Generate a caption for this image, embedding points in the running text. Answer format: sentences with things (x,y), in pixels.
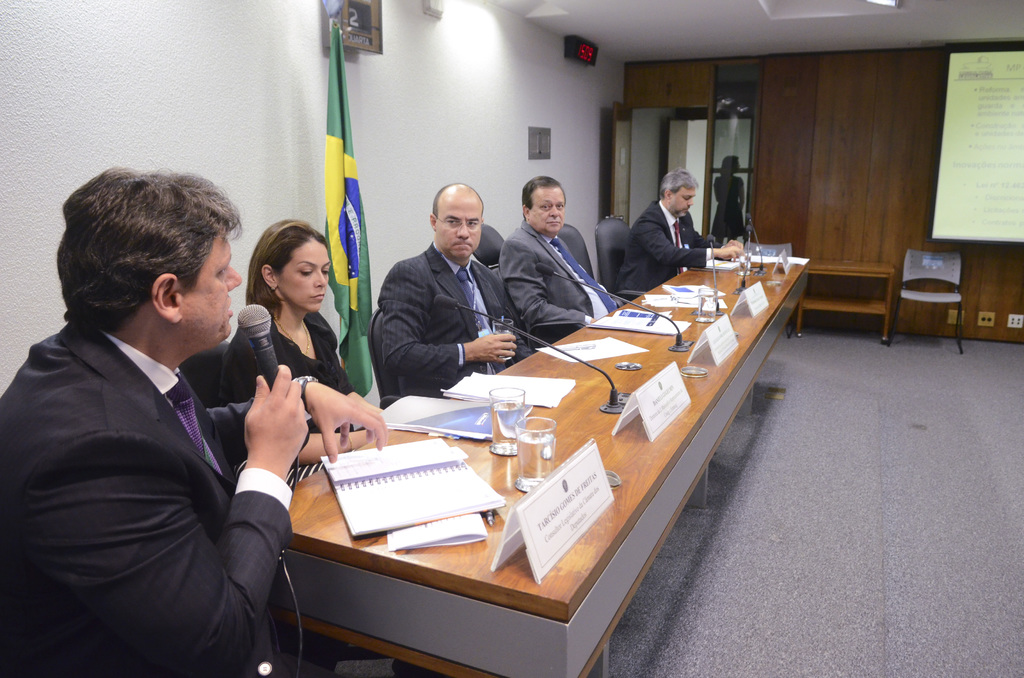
In this image on the right side (974,165), I can see some text (976,124) projected on the screen (934,207). On the left side (279,414) I can see some people (404,303) are sitting on the chairs (210,396). I can see some objects (513,435) on the table (487,442). I can see a flag (343,186). In the background (695,141), I can see a door (661,150), a chair (918,301) and a table (824,306). I can also see a person (739,187) standing.
